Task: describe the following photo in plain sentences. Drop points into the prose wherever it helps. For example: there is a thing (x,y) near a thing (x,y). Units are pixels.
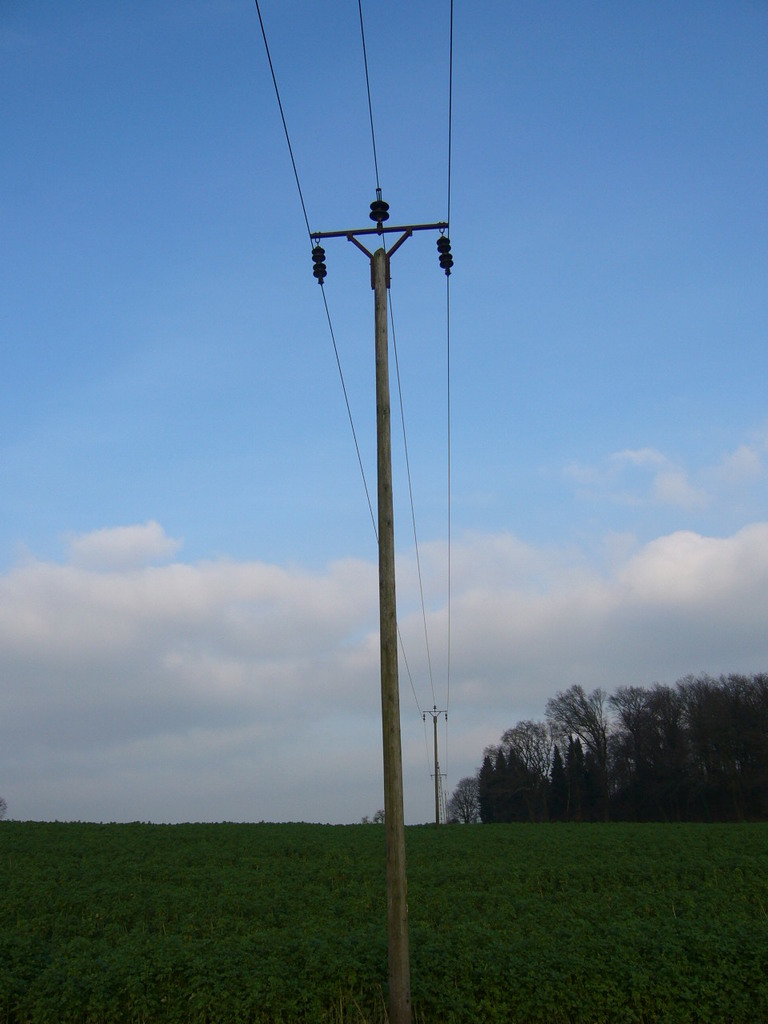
In this image we can see current poles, wires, grass (285,872), trees (634,714) and the blue sky (164,396) with clouds (260,642) in the background (456,714).
